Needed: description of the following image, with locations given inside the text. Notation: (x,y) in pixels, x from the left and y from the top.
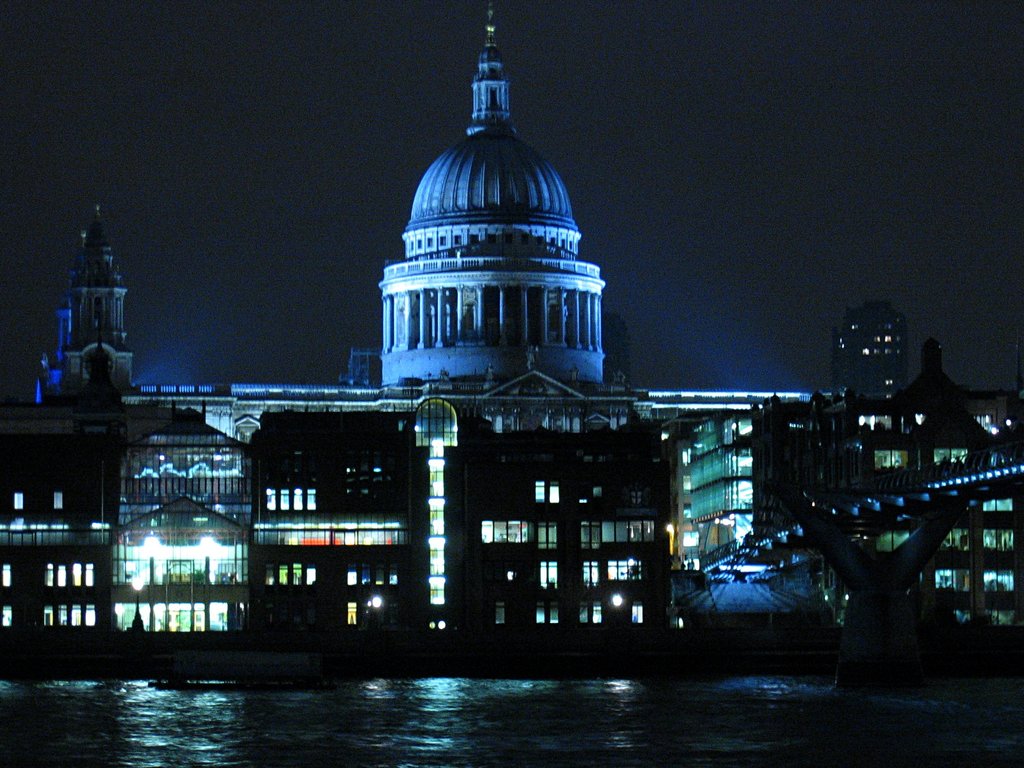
We can see water (1023,753) and bridge (827,501). In the background (495,520) we can see buildings (628,454) and sky (761,215).
